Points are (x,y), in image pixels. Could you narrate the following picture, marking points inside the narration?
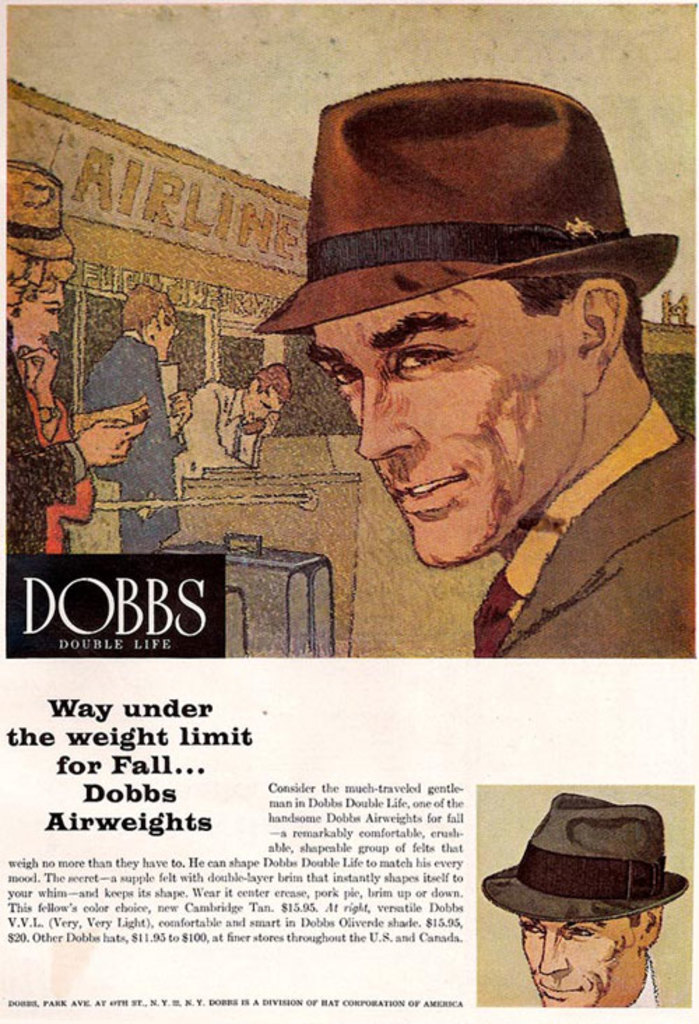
This is a poster (477,243). On the poster (509,434) we can see pictures (237,414) of persons (417,530) and text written on it.
